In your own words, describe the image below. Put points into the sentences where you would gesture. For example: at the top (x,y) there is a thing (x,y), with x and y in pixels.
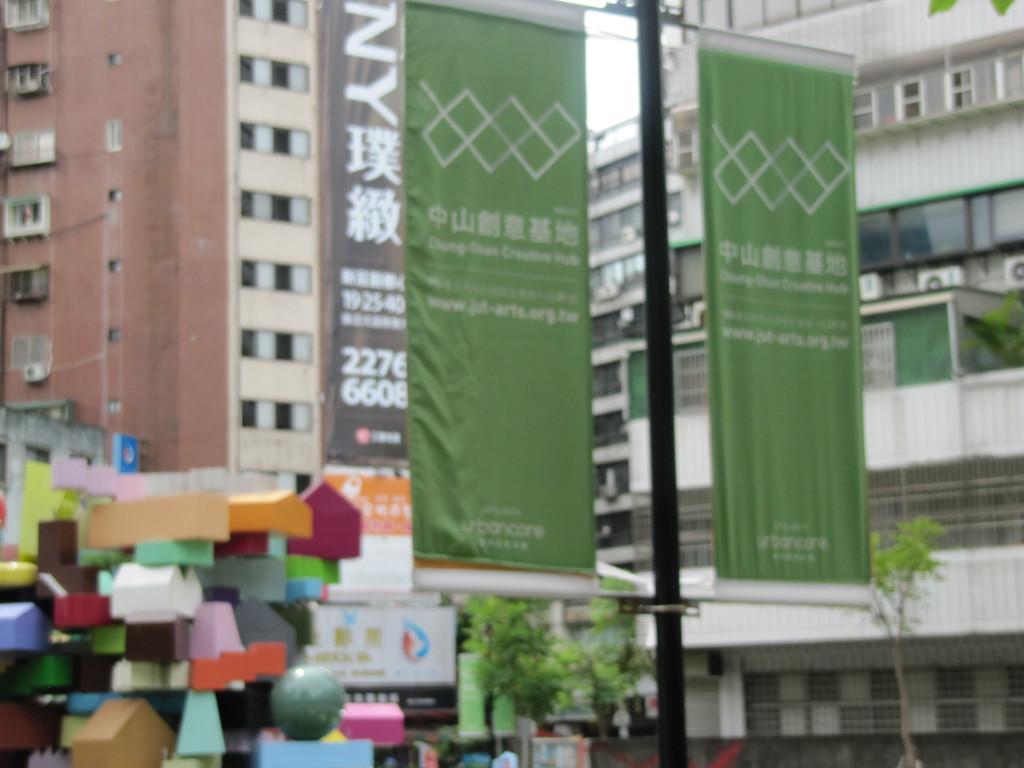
In this picture buildings (314,382) and a pole (643,52) which has banners (776,154). I can also see trees (642,648) and other objects (232,658).
